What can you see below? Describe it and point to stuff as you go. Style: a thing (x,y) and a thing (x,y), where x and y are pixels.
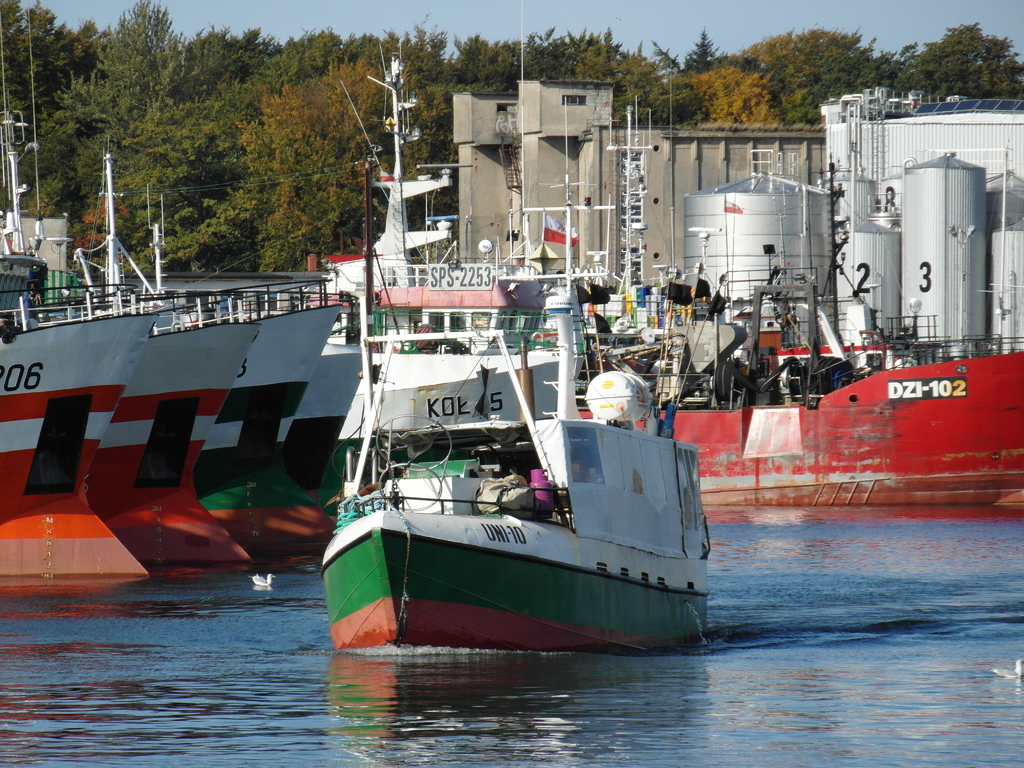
In this picture I can see there is a river (412,652) and there is a boat (589,645) sailing on the water (813,713) and in the backdrop (352,415) on to left (145,501) there are few other boats (43,400) and there are trees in the backdrop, there is a building (597,197) with tanks (872,227) and other equipment (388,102) and the sky (214,22) is clear.
